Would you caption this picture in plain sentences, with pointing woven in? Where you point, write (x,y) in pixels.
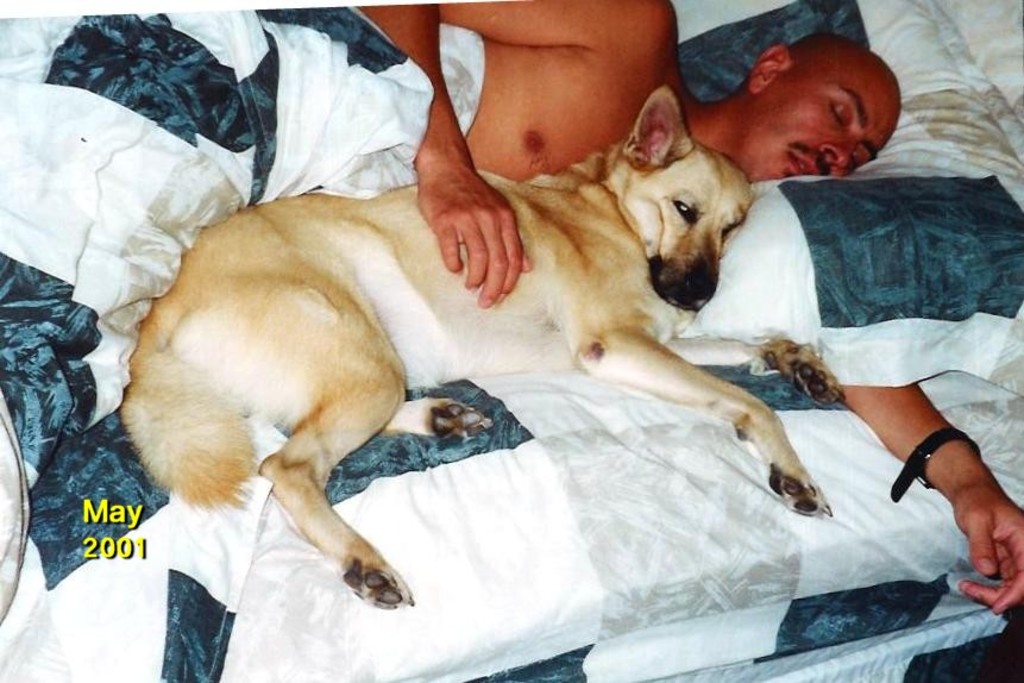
In the image there is a man (601,117) slept beside a dog (435,298) on a bed (622,556). He wrapped himself in the blanket (172,199).
